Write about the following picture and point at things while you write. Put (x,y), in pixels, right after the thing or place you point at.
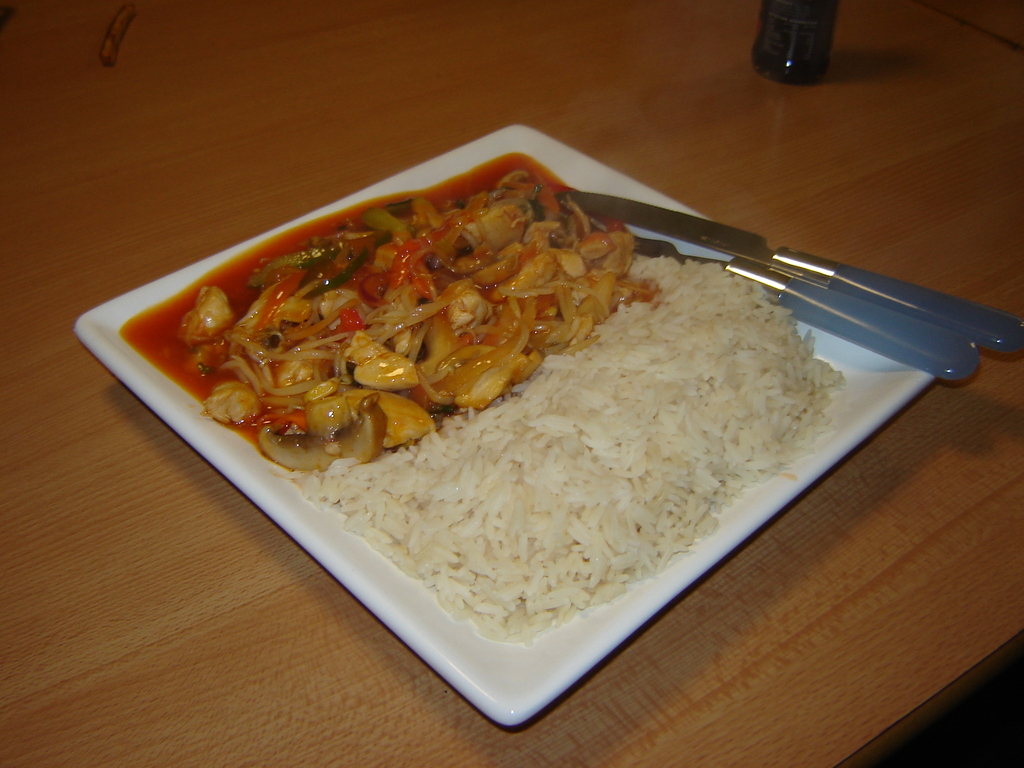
At the bottom of the image (400,724) there is a table (721,721) and we can see a plate (545,666) containing food (482,445), knives (906,347) and an object (783,30) placed on the table (784,660).
